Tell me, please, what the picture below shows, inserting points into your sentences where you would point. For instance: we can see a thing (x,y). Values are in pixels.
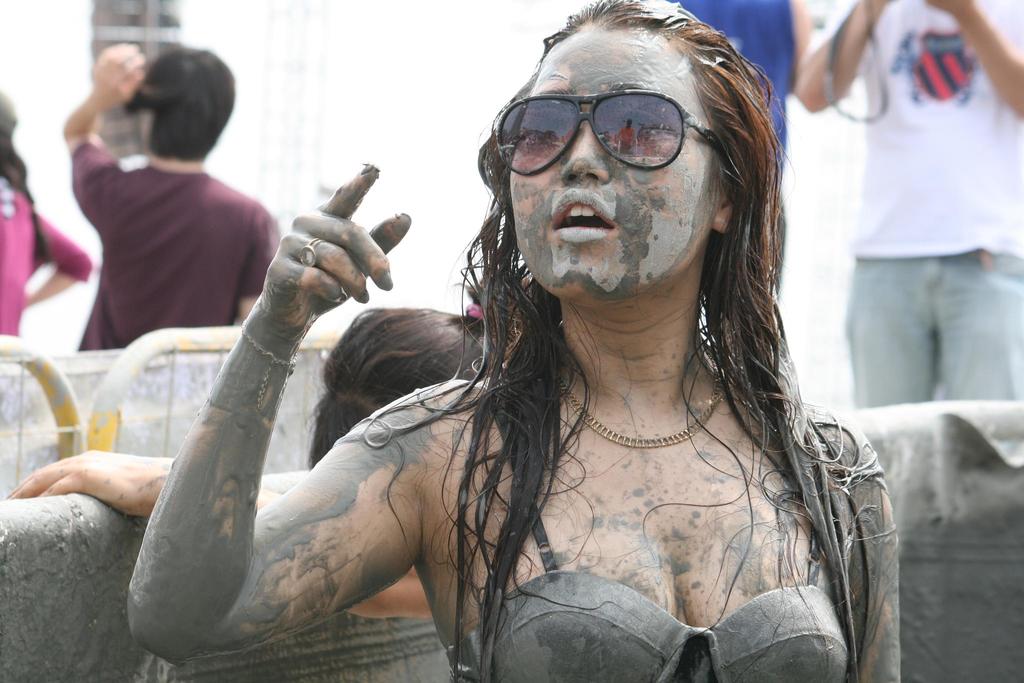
In this image there is a women (554,421) standing in the middle of this image (549,440) is wearing a goggles (637,133). There are some persons (352,330) standing in the background (929,248). There is a wall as we can see on the bottom of this image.
